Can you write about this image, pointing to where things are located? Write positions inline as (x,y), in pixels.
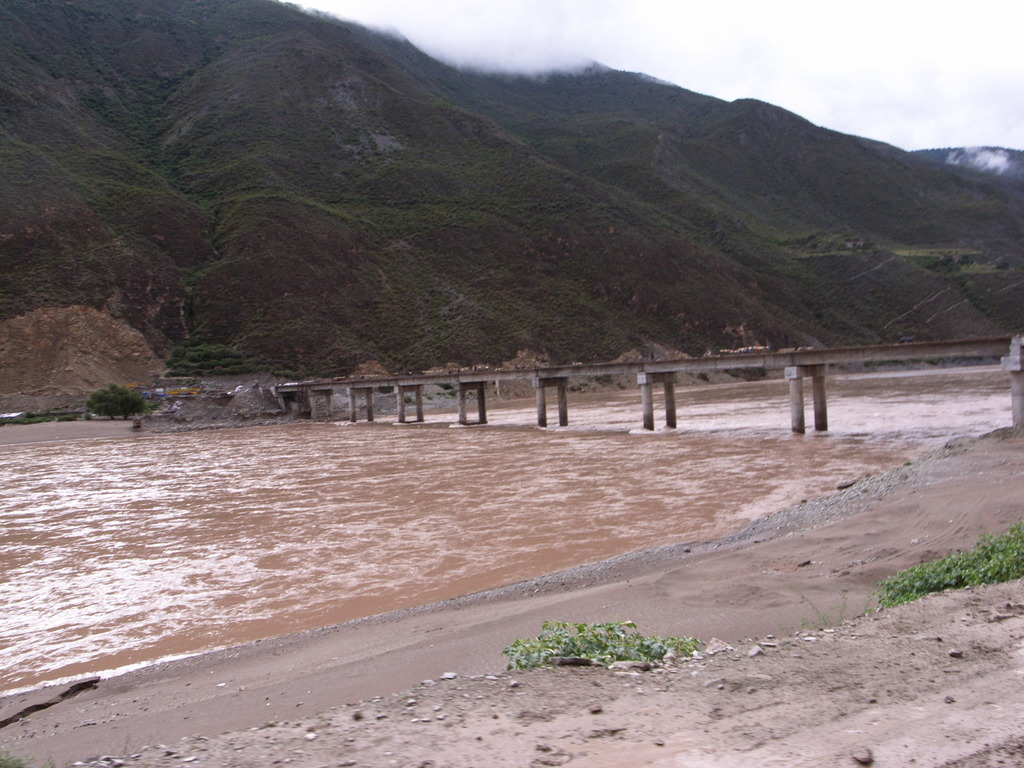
In this image we can see a bridge (525,374) with pillars (795,421). Also there is water (339,493). And there are plants (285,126). In the background (445,192) there is hill (527,170).
